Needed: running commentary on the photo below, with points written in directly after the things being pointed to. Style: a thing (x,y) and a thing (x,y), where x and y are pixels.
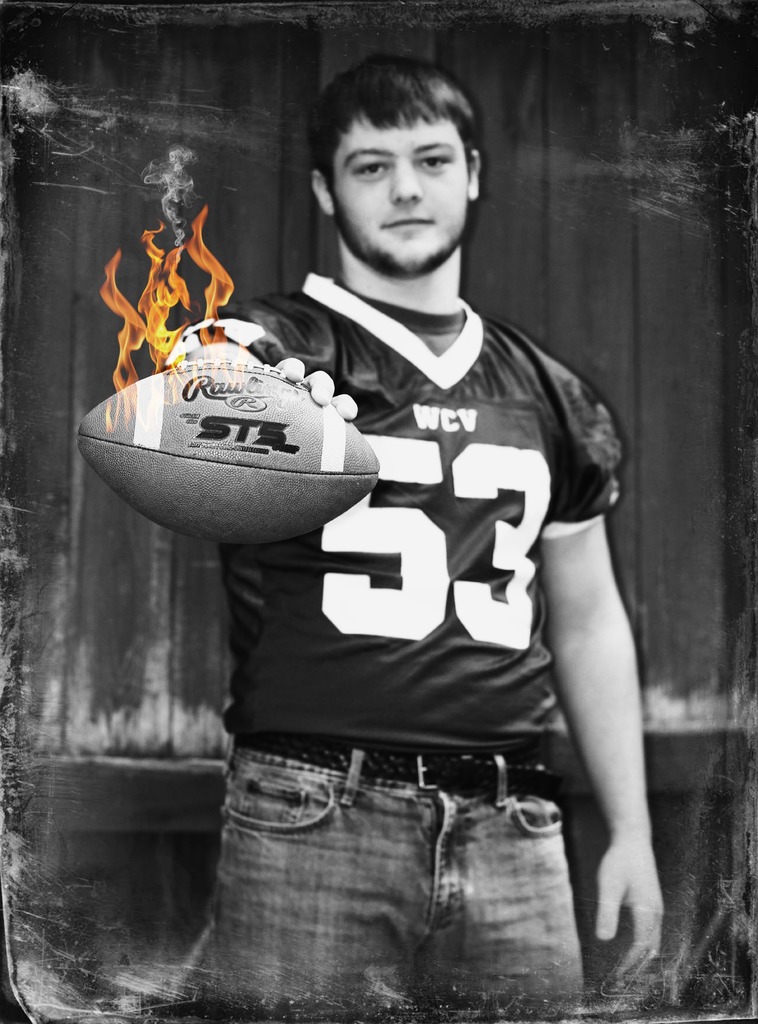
There is a man (577,461) in the image holding a ball (307,426) on his right hand (330,385) and we can also see fire (145,334) on that ball (247,398), in background (219,131) there is a wall (743,340).
